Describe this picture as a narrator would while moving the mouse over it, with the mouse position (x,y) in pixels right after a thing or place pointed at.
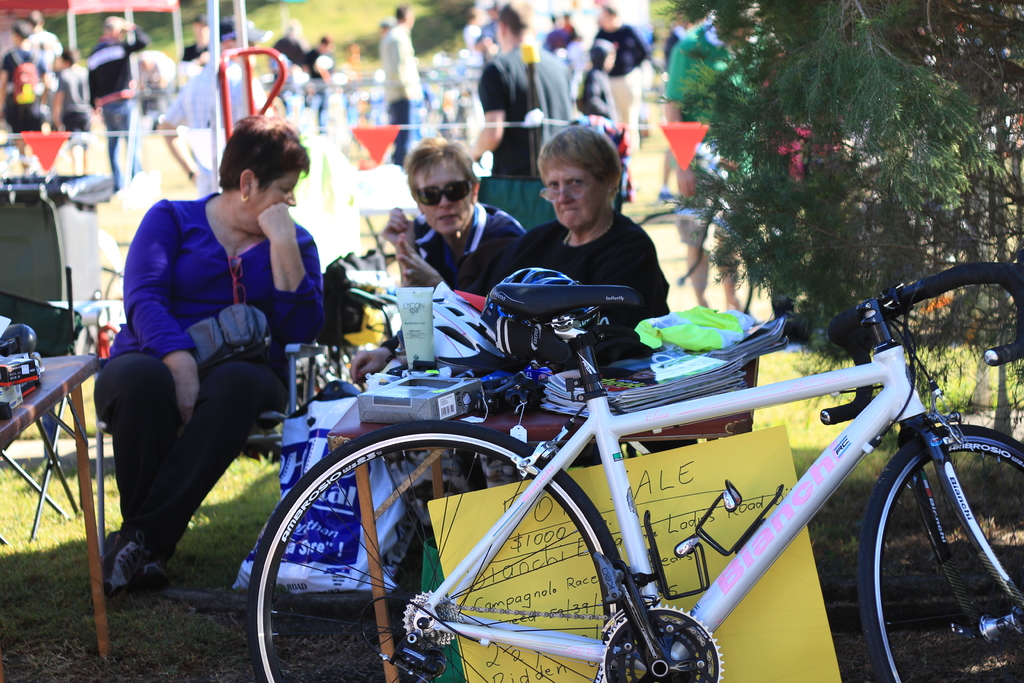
In this image I can see a group of people (15,49) where few of them are sitting on a chair (285,354). I can also see cycle (880,304) and a tree (853,96). I can see a box (393,405) on a table (364,422) and few more items (558,383) on it.
